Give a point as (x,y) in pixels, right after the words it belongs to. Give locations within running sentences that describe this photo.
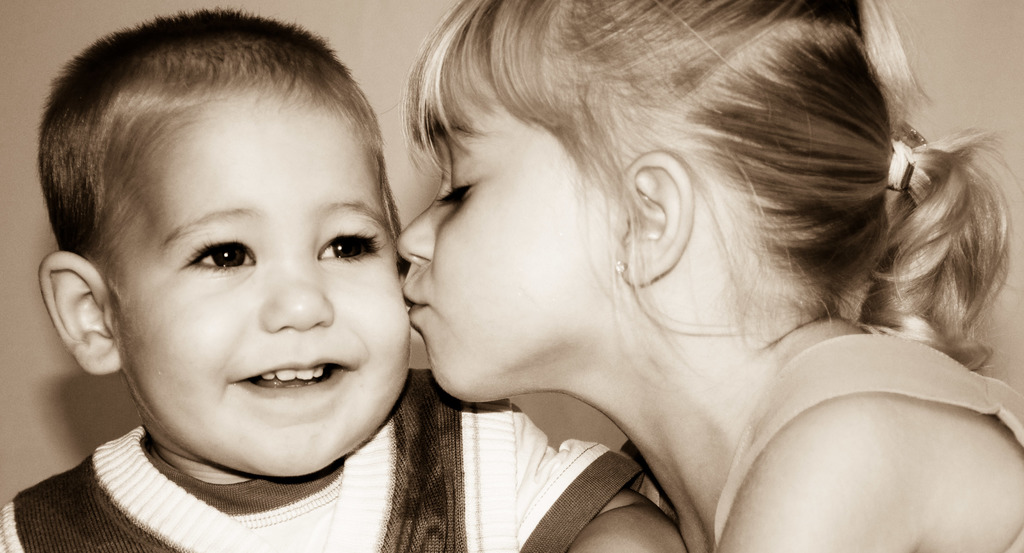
This image is taken indoors. In the background (367,44) there is a wall (27,82). In the middle of the image (402,309) there are two kids (385,395). A girl (644,304) is kissing on the cheeks (387,351) of a boy (391,329).
